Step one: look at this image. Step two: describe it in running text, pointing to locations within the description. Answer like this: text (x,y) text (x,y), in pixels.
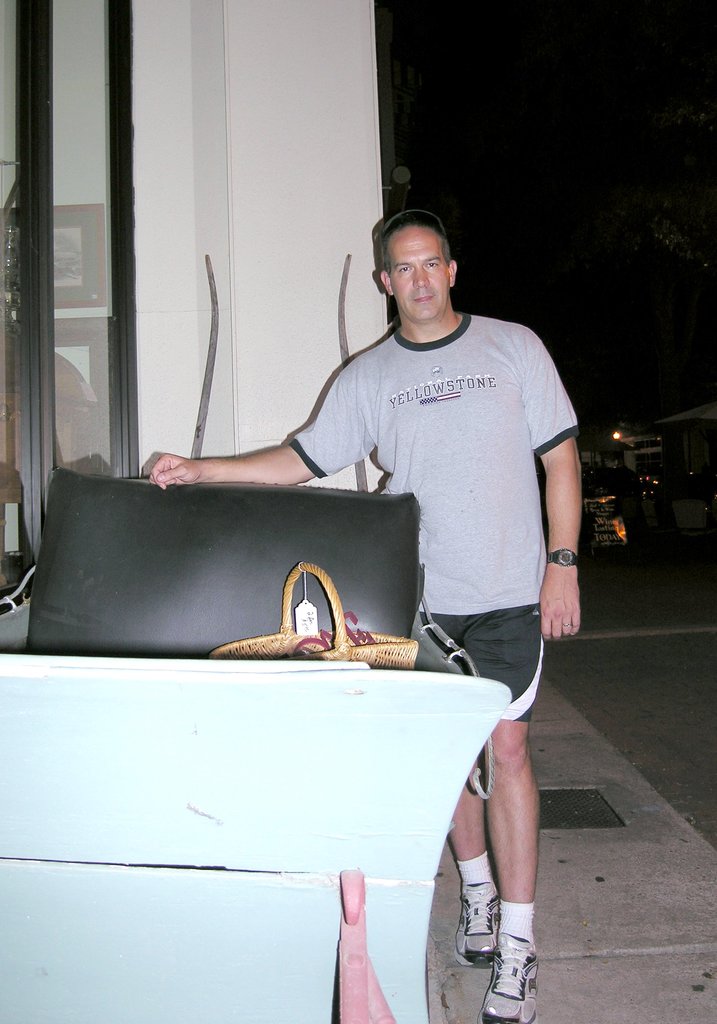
In the middle (476,673) a man (513,693) is standing, he wore t-shirt (458,469), short (507,683), watch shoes (499,939). On the left side (23,232) there is a glass window (85,398).
